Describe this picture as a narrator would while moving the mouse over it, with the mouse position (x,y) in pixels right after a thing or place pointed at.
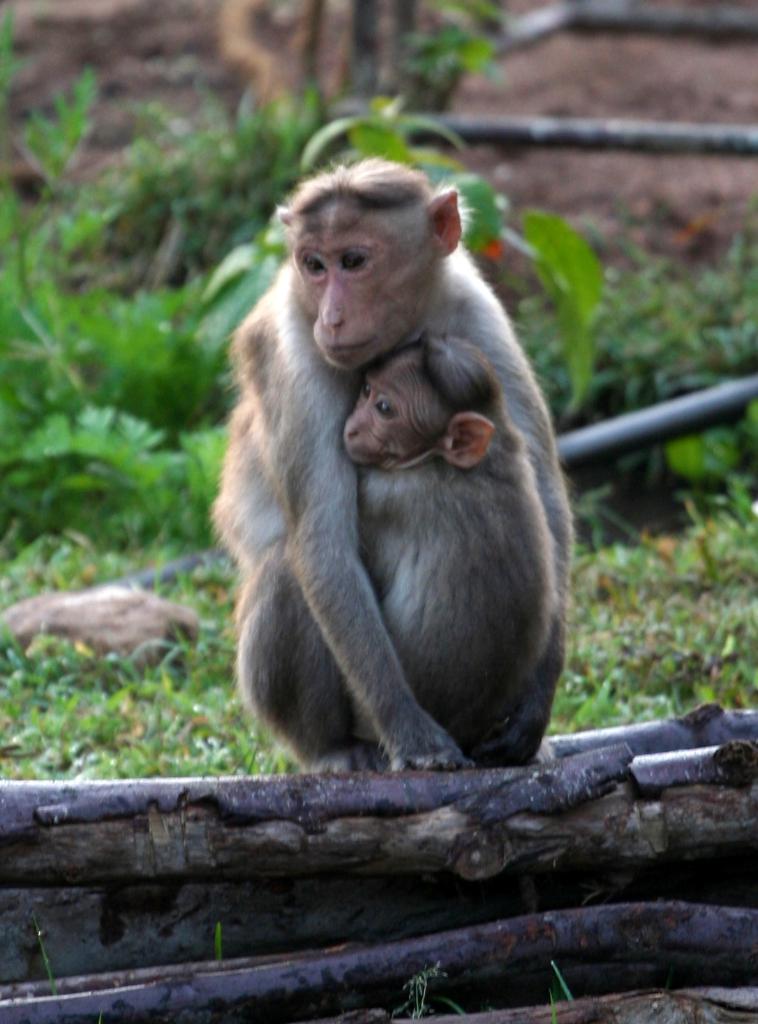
In this image I can see two monkeys (306,315) which are brown and pink in color are hugging each other and sitting on a wooden log (327,799). In the background (238,744) I can see some grass (102,709), a rock (71,622), few plants (102,362), few black colored pipes (676,31) and the ground (390,87).
